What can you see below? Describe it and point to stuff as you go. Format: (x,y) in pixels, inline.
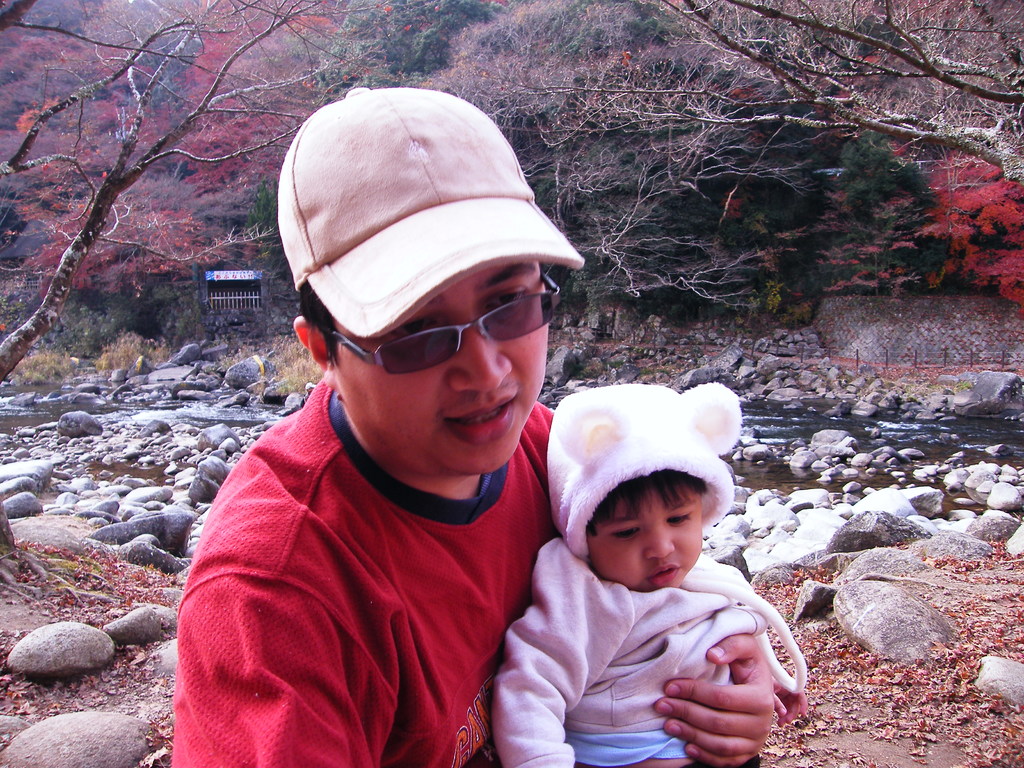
This is the man (489,679) holding a baby (548,711) and sitting. He wore a cap (390,318), goggles (401,359) and red T-shirt (338,600). These are the rocks (160,506). I can see the water (988,428) flowing. This looks like a wall (921,328). These are the trees (857,100). I think this is a room (237,271) with a gate (232,307).
